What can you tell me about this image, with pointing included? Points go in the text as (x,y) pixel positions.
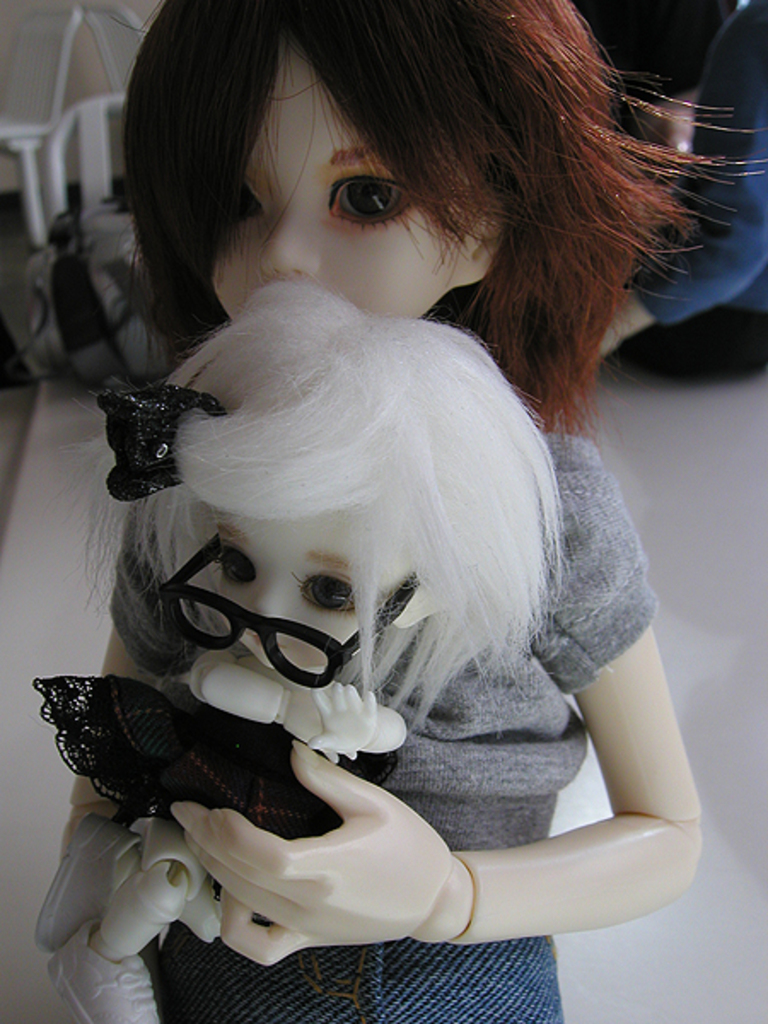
In this image I see a doll (333,795) holding another doll (252,699) in hands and in the background (71,579) I see the white color and I see few more things (648,284).
